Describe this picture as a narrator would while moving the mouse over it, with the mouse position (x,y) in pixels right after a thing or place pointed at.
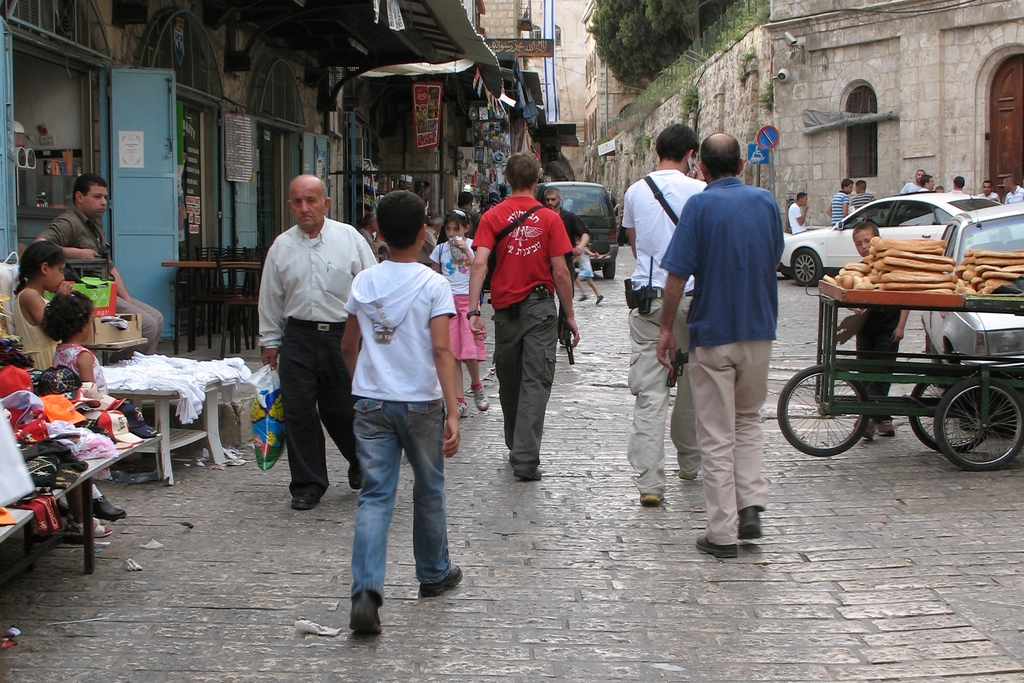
In this image few people (720,282) are walking on the lane (585,579). Left side (27,499) there is a table (105,463) having few clothes (68,450). There are two girls (67,330) standing near the tables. A person (84,235) is sitting. Beside him there is a table (124,340) having few boxes (103,317) on it. Few tables (184,267) and chairs (235,277) are kept near the door (158,251). Right side (908,254) there is a trolley (903,295) having few objects (919,267) on it. Few vehicles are on the lane (622,411). Right side (768,157) there are boards (754,155) attached to the poles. Right side (718,88) there is a wall (706,92). Behind there are trees (694,33). Background there are buildings (348,175).
